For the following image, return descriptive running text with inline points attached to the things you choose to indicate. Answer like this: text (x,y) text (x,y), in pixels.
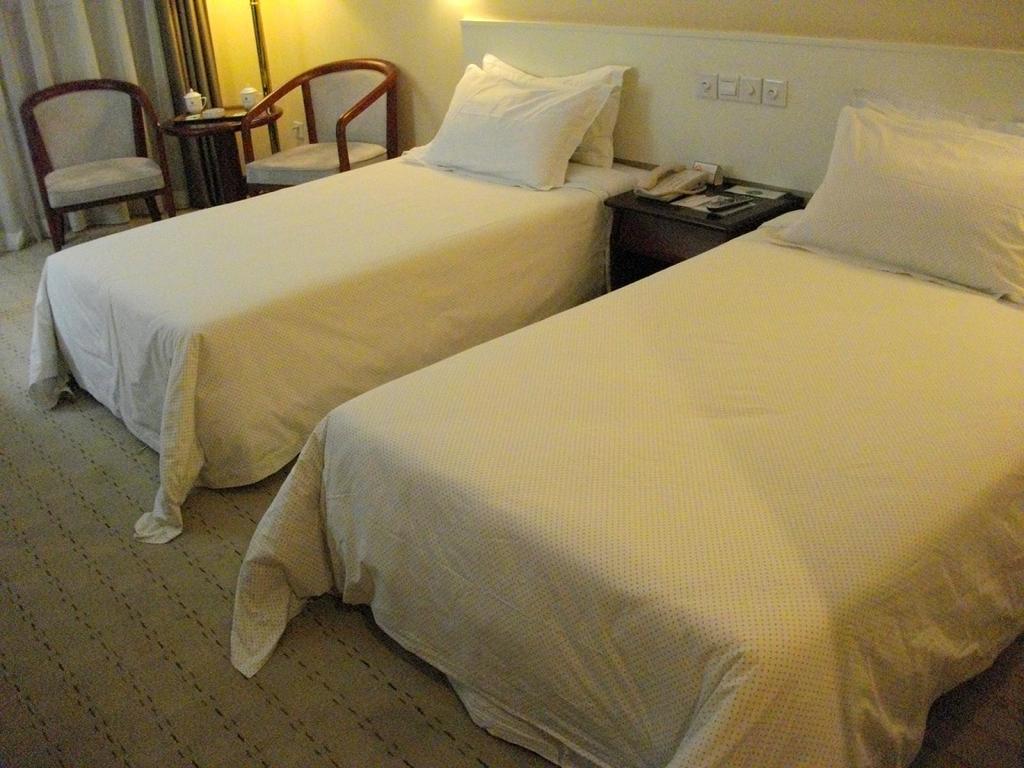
There are two beds (331,314) covered with white blanket (568,289). These are the pillows (881,117) placed on the bed (921,348). This is a small table (674,231) with a telephone (663,178), remote (725,203) and few things (702,169) on it. This looks like a socket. There are two chairs (296,155). This is a teapoy (227,131) with a tray (216,118) of cups (196,106) on it. These are the curtains (164,45) hanging.
